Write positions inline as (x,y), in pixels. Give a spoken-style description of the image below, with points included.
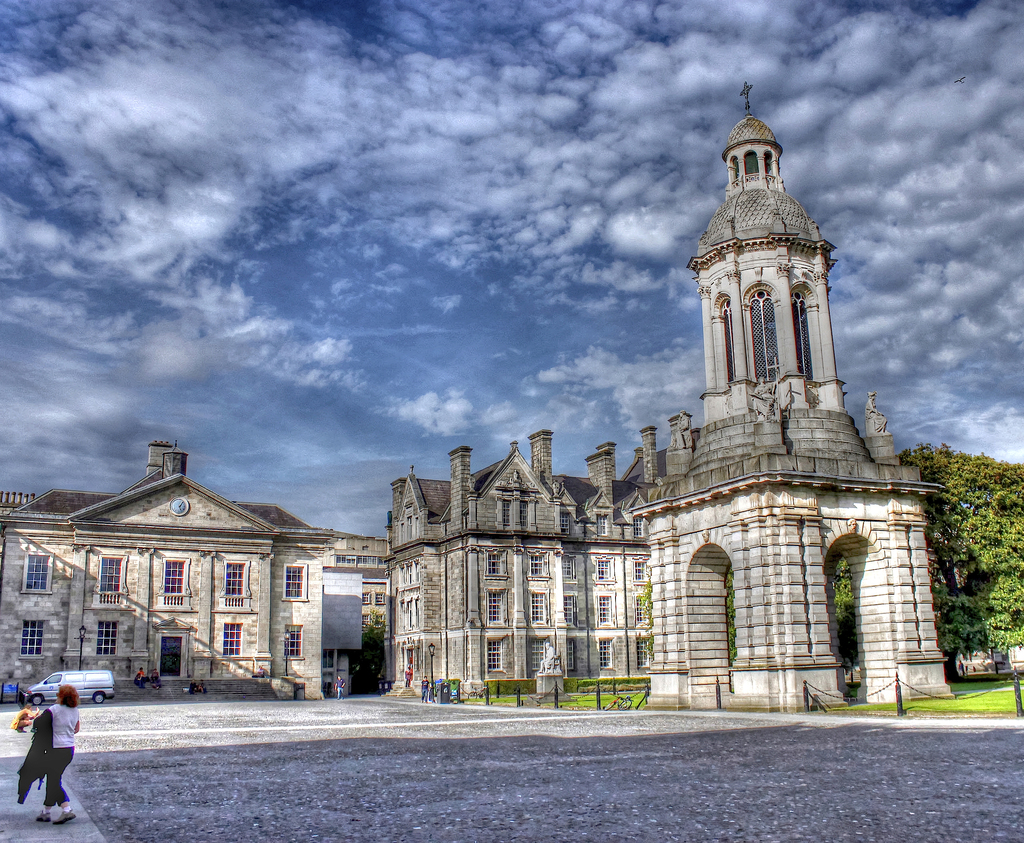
In this image there is the sky (461,115) truncated towards the top of the image (390,75), there are clouds (406,205) in the sky (318,209), there are buildings (76,587), there is a building (72,606) truncated towards the left of the image (35,580), there are windows (103,569), there are doors (167,668), there is a vehicle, there is road (88,704) truncated towards the bottom of the image (397,768), there is a person (71,707) walking on the road (90,788), there is a person (58,720) holding an object (33,732), there is grass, there is grass (958,702) truncated towards the right of the image (1004,704), there is tree (982,499) truncated towards the right of the image (997,487), there is a sculpture (549,666) on the grass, there are objects (449,692) on the ground (452,711).
